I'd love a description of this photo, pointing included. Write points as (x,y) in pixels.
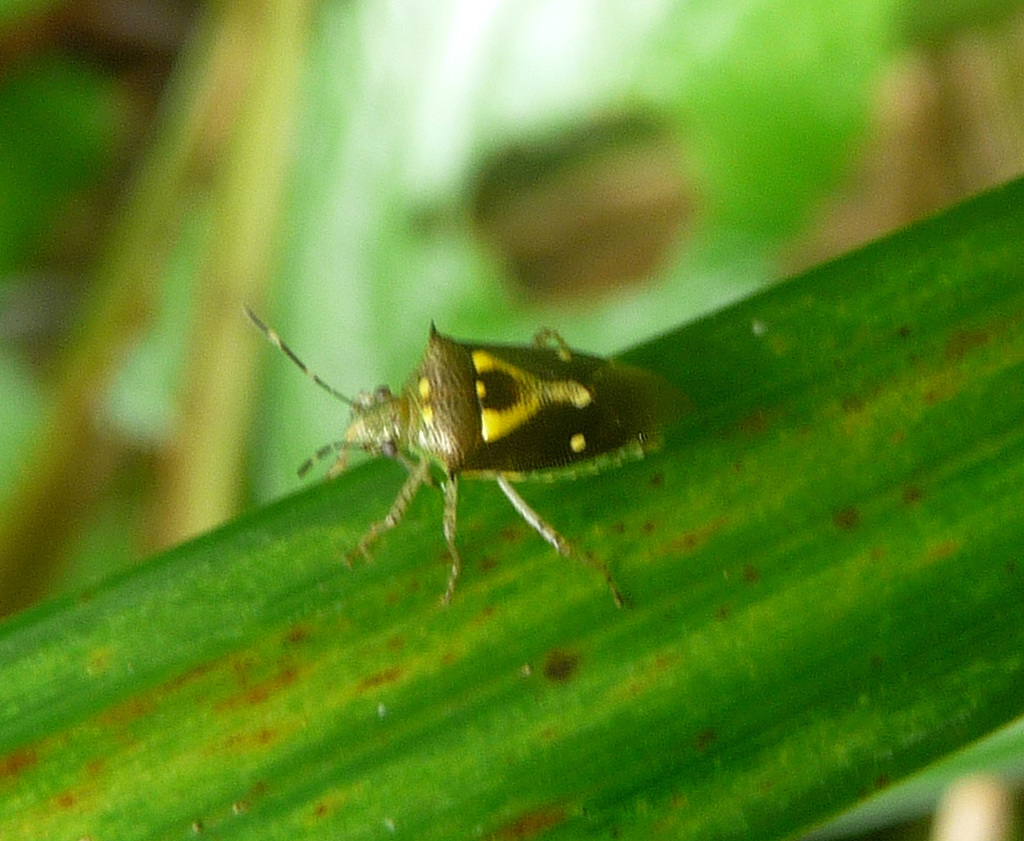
In this image I can see a green colour thing (224,537) in the front (650,498) and on it I can see an insect (472,354). I can see colour of the insect (420,370) is brown and yellow and I can see this image is little bit blurry in the background (674,87).
